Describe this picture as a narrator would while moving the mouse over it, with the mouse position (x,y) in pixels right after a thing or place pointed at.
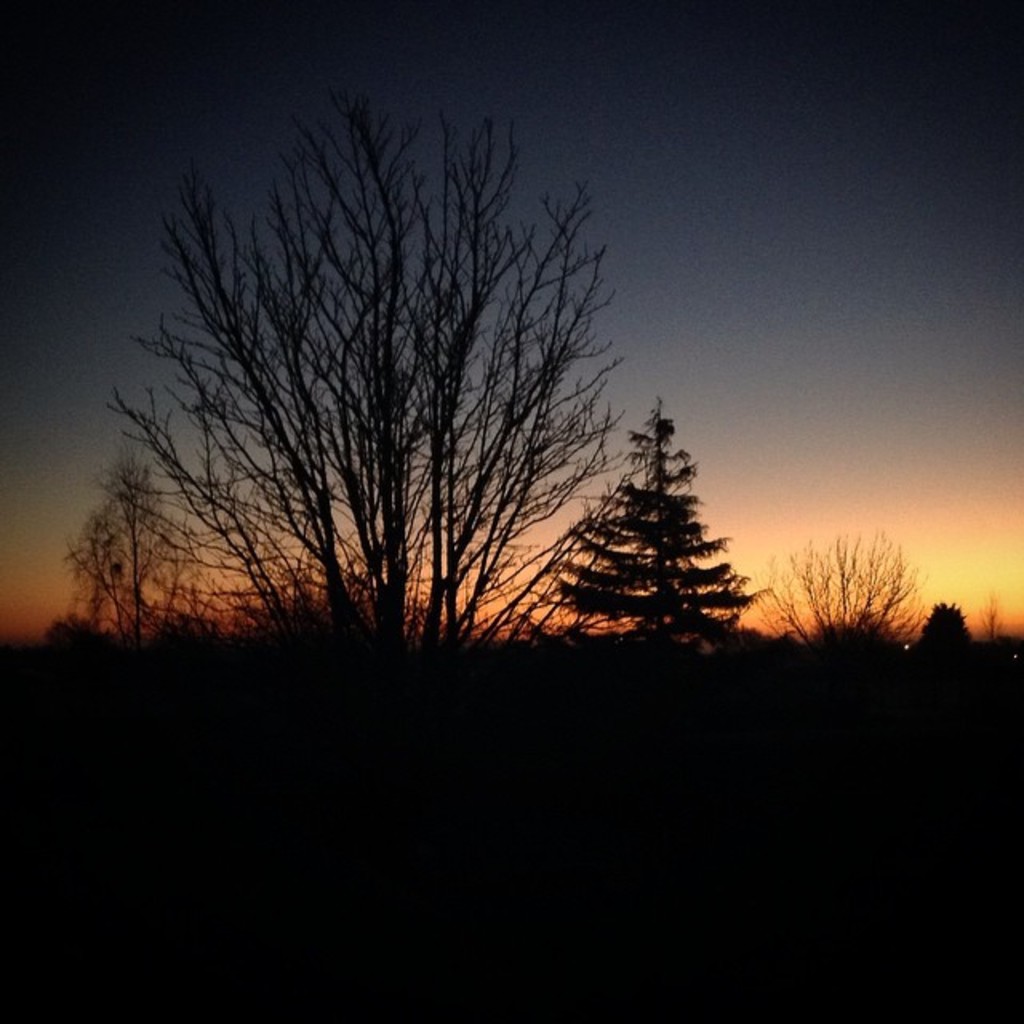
There are trees (463,549) in the foreground (452,353) and sky (758,461) in the background area (463,604), it seems to be the view of sunset.
